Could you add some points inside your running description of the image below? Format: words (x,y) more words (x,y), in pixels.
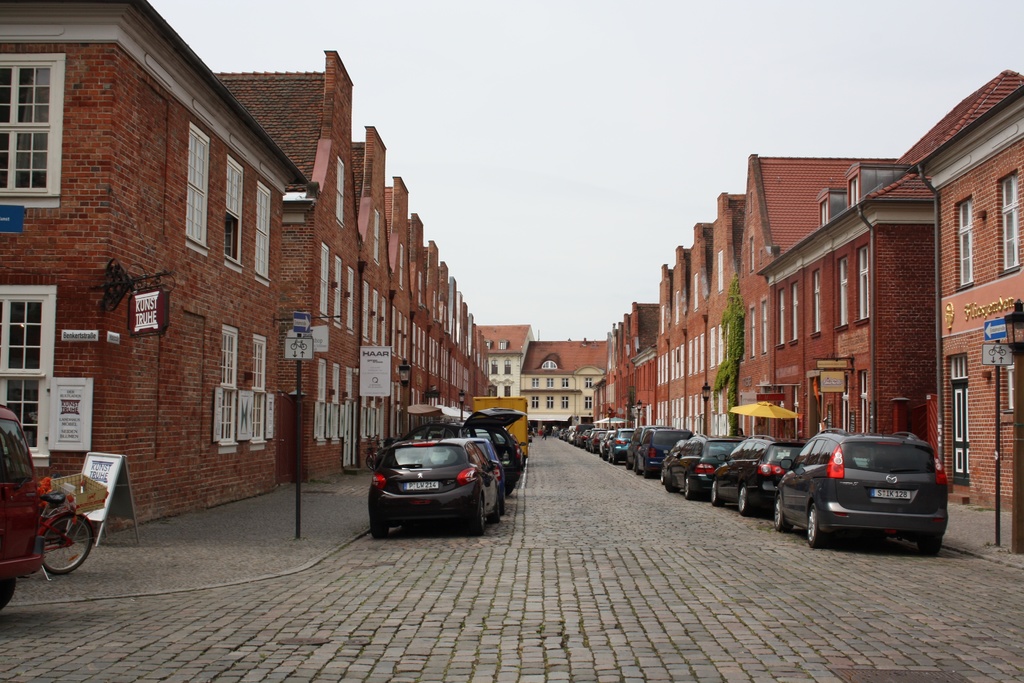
In this image I can see vehicles (586,434), buildings (614,381), poles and some other objects (58,538) on the ground (173,535). In the background (591,168) I can see the sky (567,166).
